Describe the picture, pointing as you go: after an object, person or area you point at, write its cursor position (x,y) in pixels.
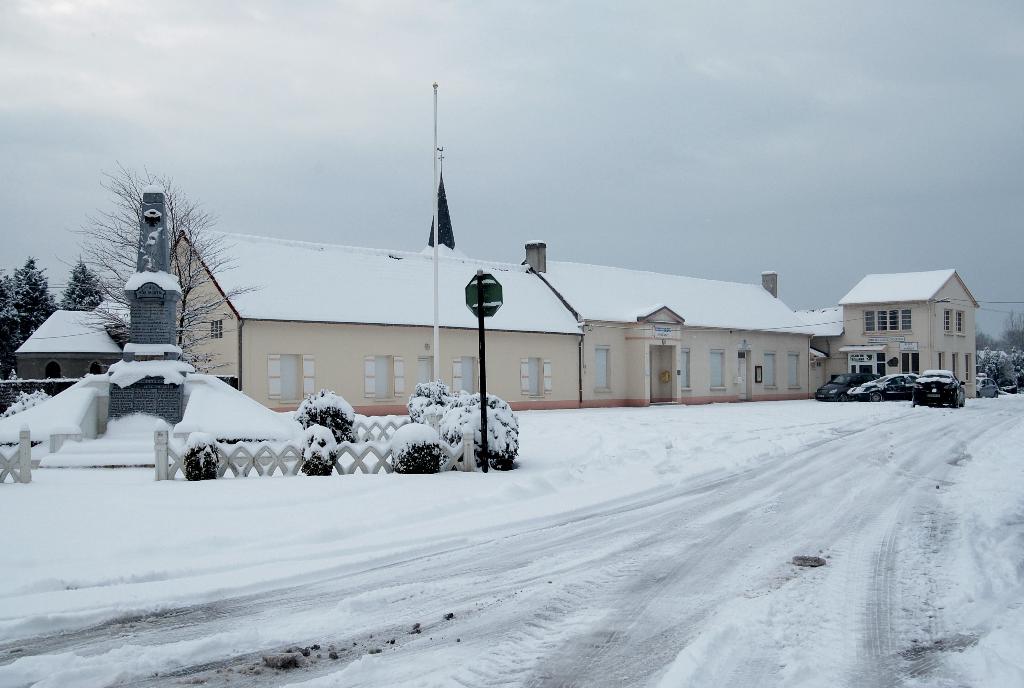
In this image I can see the building (623,313). In-front of the building (780,346) I can see the vehicles (867,387), plants (321,423) and pole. To the left (21,333) I can see the trees (21,333). These are covered with the snow (598,431). In the background (550,176) I can see the sky (812,105).
